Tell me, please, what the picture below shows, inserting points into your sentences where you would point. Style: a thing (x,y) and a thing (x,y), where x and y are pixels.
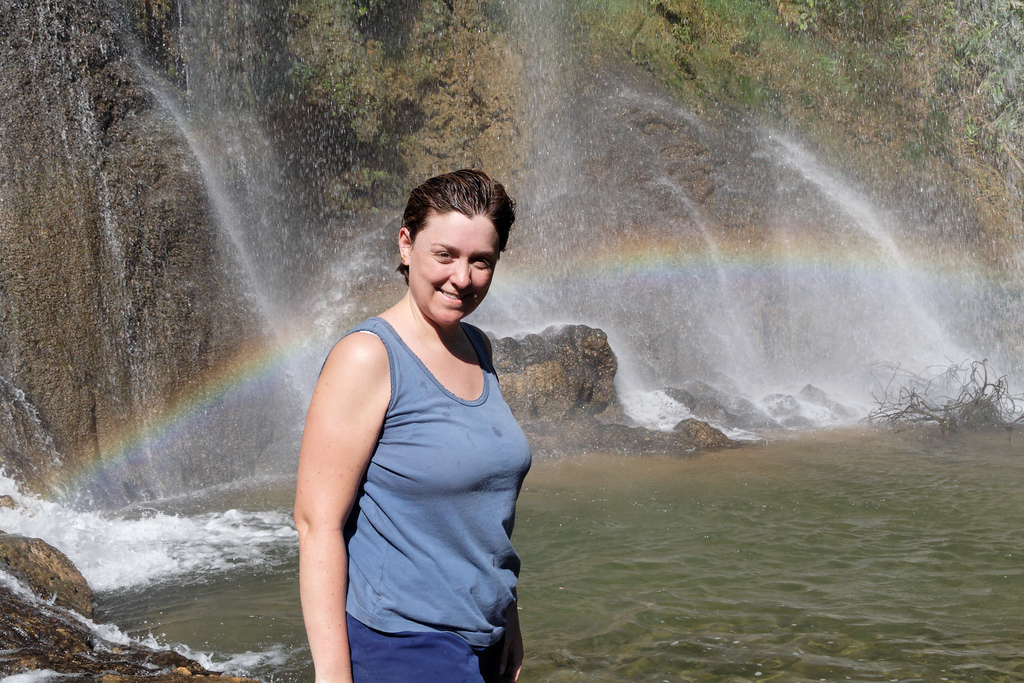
In the middle of the image (358,352) a woman (312,532) is standing and smiling. Behind her we can see water (551,522), hill (183,288) and waterfall (657,327).
